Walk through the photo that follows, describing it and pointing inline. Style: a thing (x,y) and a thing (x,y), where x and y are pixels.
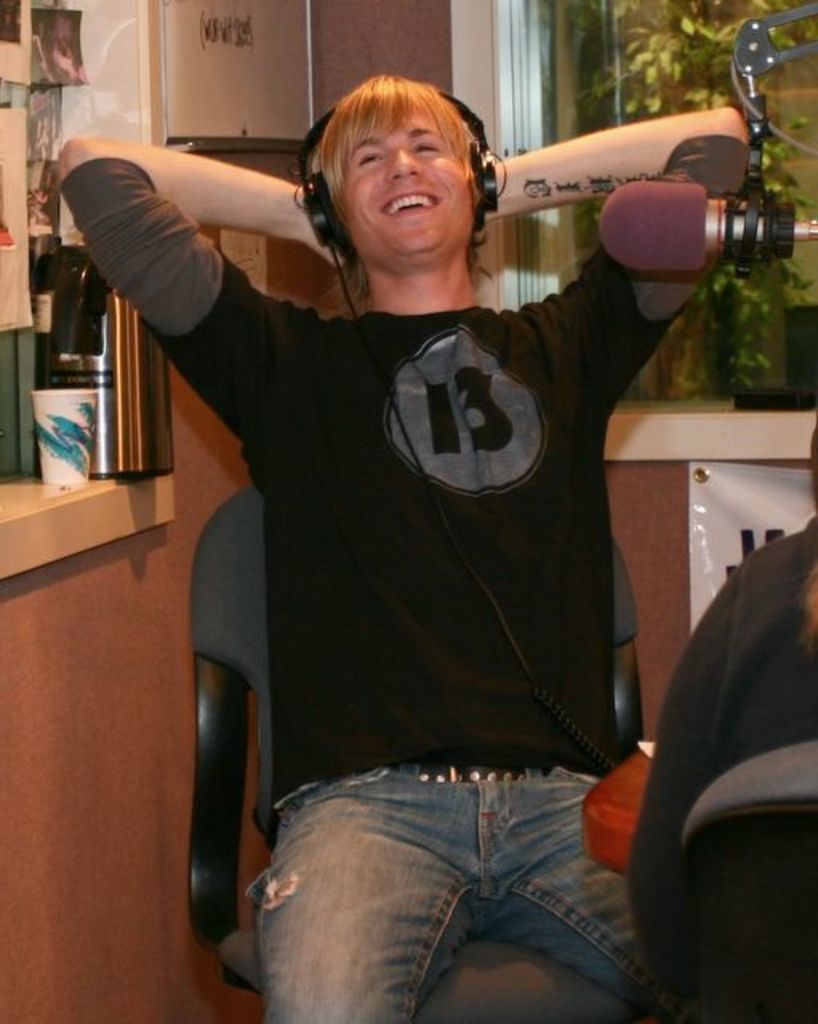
In this image I can see a man (377,367) sitting on a chair (510,1022). I can also see a smile on his face (434,212). I can also see a mic (628,207) and a headphone (484,207).
